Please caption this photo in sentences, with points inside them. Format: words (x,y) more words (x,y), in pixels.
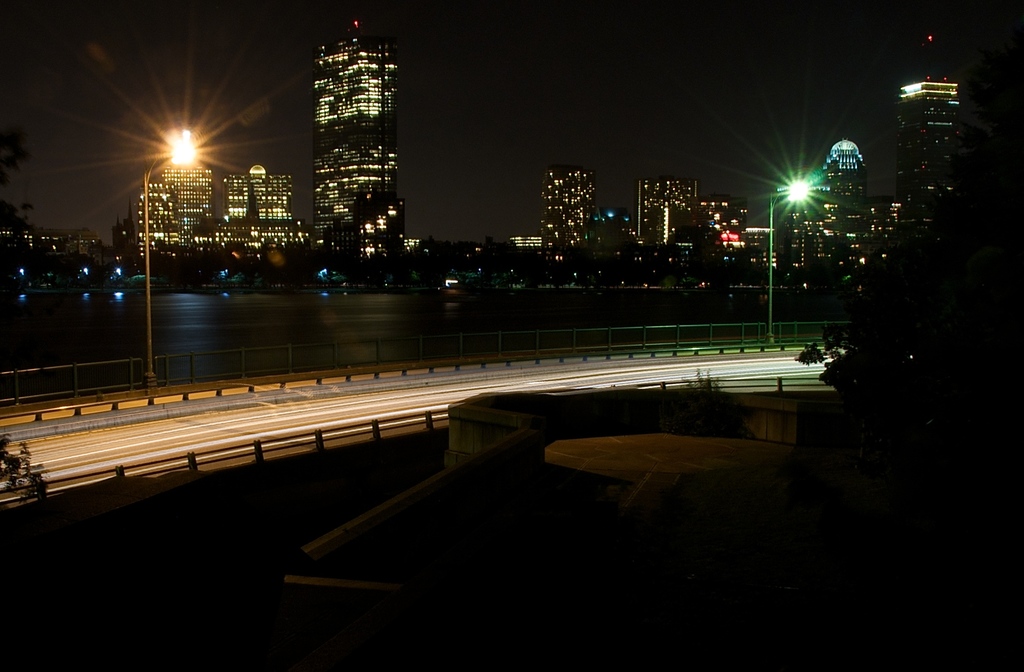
In this picture there is a road (429,407) and there are two street lights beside it and there is a tree (953,360) in the right corner (943,362) and there are few buildings (312,222) and water (377,298) in the background (193,201).
